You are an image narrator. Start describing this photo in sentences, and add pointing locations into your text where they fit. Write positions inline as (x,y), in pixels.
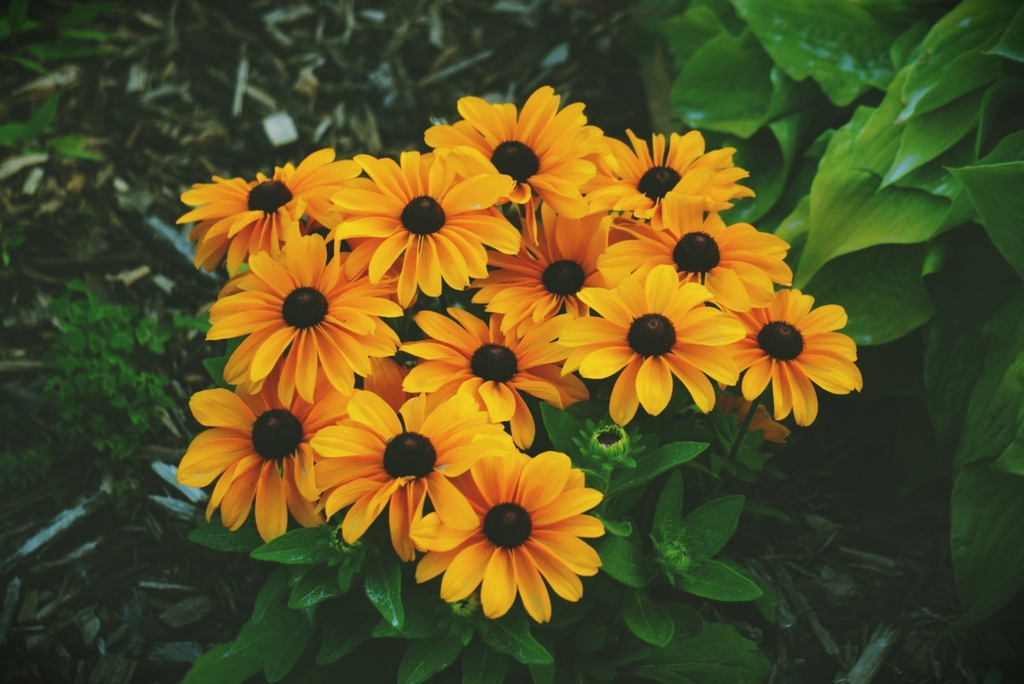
In this image I can see few flowers (475,364). They are in yellow and black color. I can see few green leaves (849,321).
